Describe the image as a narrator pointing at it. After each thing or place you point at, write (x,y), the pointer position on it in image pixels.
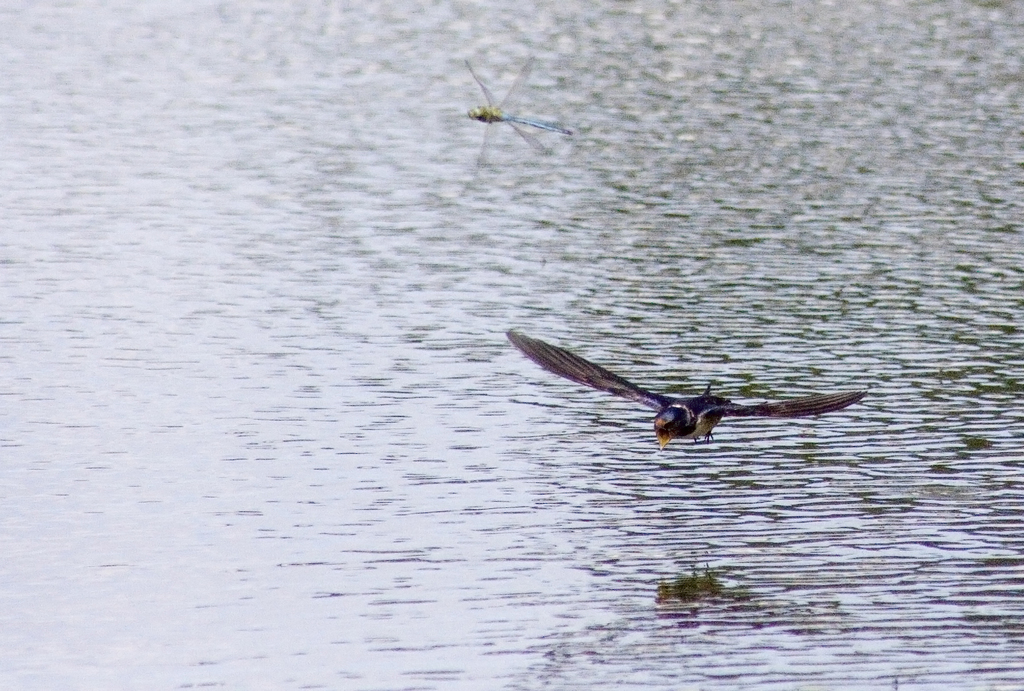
In this image there is a dragonfly (546,123) and a bird (682,413) flying on water surface (712,318).
